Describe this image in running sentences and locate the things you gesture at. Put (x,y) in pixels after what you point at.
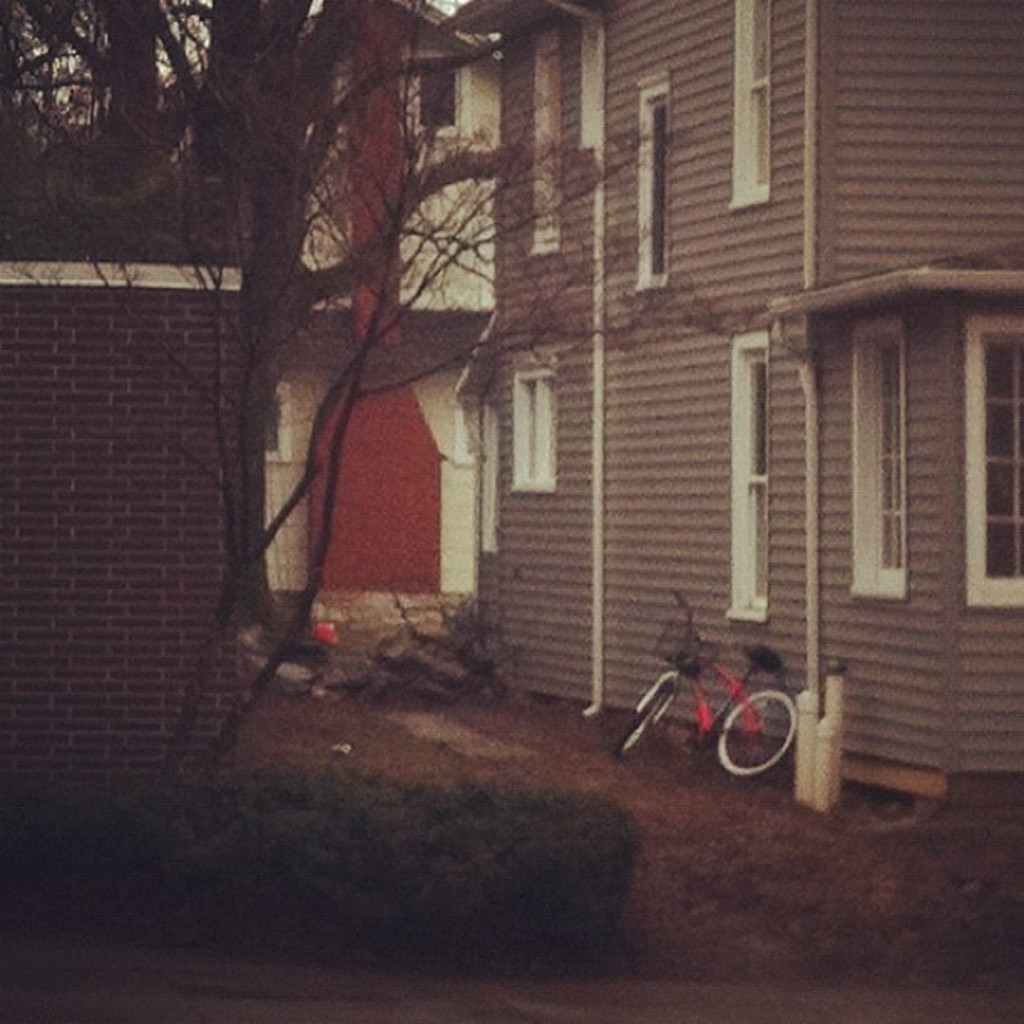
In the middle of the picture (665,658) I can see the cycle (782,754). On the left side of the image (202,209) I can see one tree (308,584). On the right side of the image (828,237) I can see the buildings (528,357). The given image is blurred.
